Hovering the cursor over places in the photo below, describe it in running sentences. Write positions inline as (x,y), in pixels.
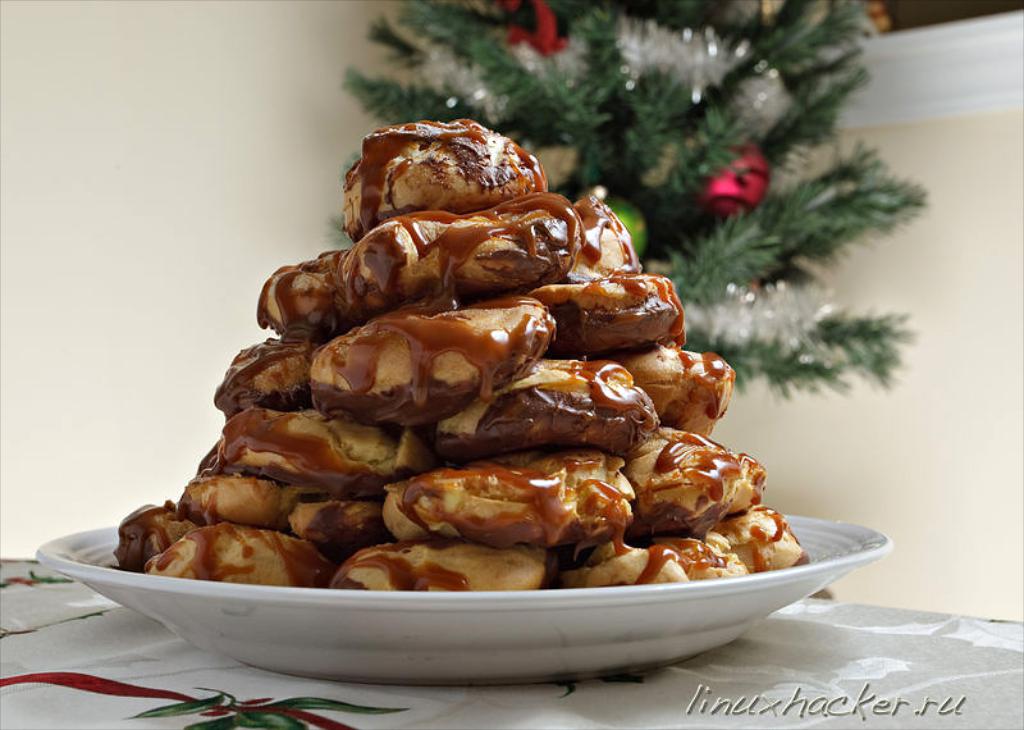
In this image, we can see some food (435,451) on the plate (372,606) which is on the table (478,701). There is a Christmas tree (706,183) in front of the wall (242,292). There is a text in the bottom right of the image (696,698).
